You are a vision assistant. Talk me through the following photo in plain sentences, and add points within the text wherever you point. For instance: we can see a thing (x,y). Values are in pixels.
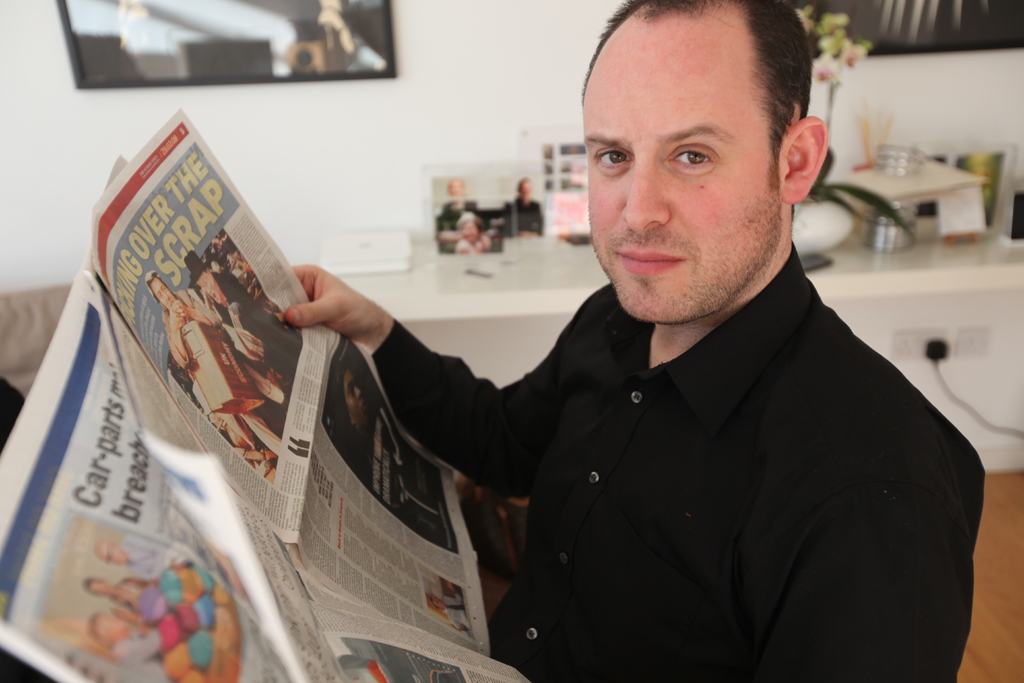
In this image I can see the person (522,452) holding the paper (291,387) and the person (625,466) is wearing black color dress (837,462). In the background (562,157) I can see few frames (555,174) and few objects (898,175) on the white color surface (512,306) and I can also see the frame (380,32) attached to the wall (431,77) and the wall (368,144) white color.
